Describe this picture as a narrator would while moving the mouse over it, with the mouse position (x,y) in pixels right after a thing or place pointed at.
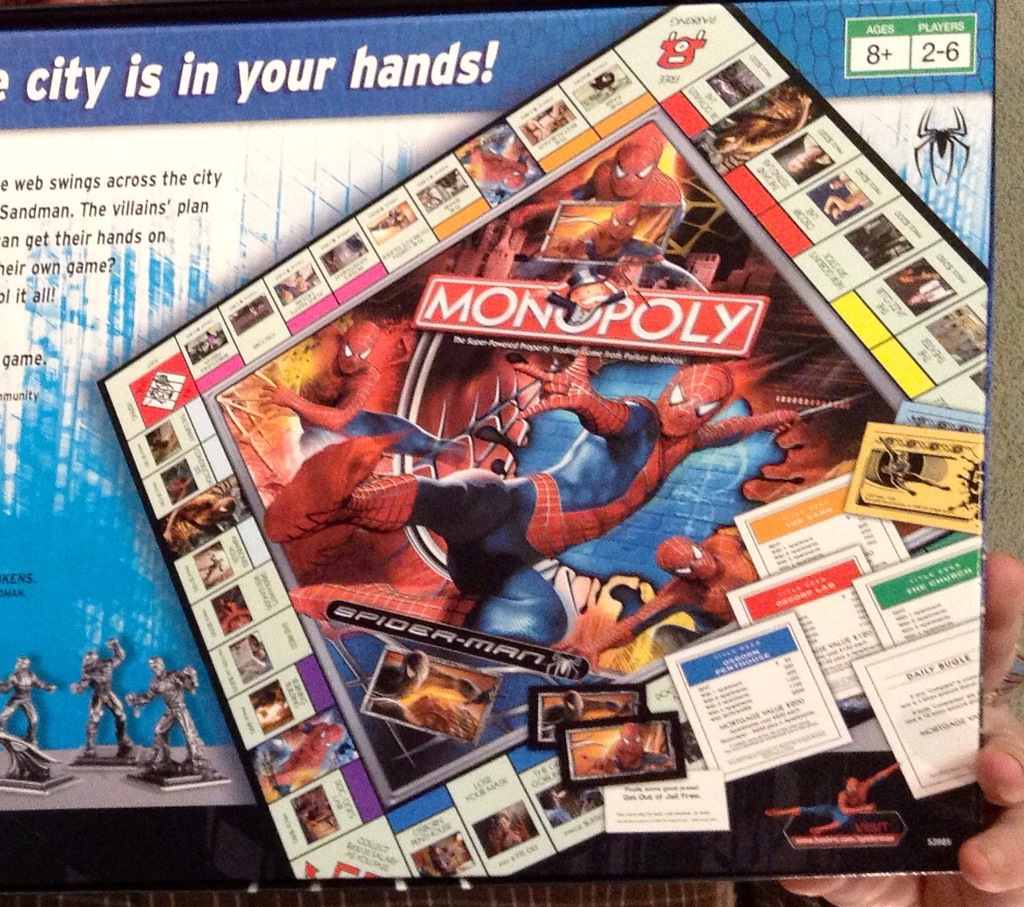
In this image I can see a person's hand (1012,824) holding a box (909,742) and on the box (664,558) I can see the monopoly game (684,465) and few spider man pictures (538,361). I can see the box (369,111) is blue, black and white in color.
